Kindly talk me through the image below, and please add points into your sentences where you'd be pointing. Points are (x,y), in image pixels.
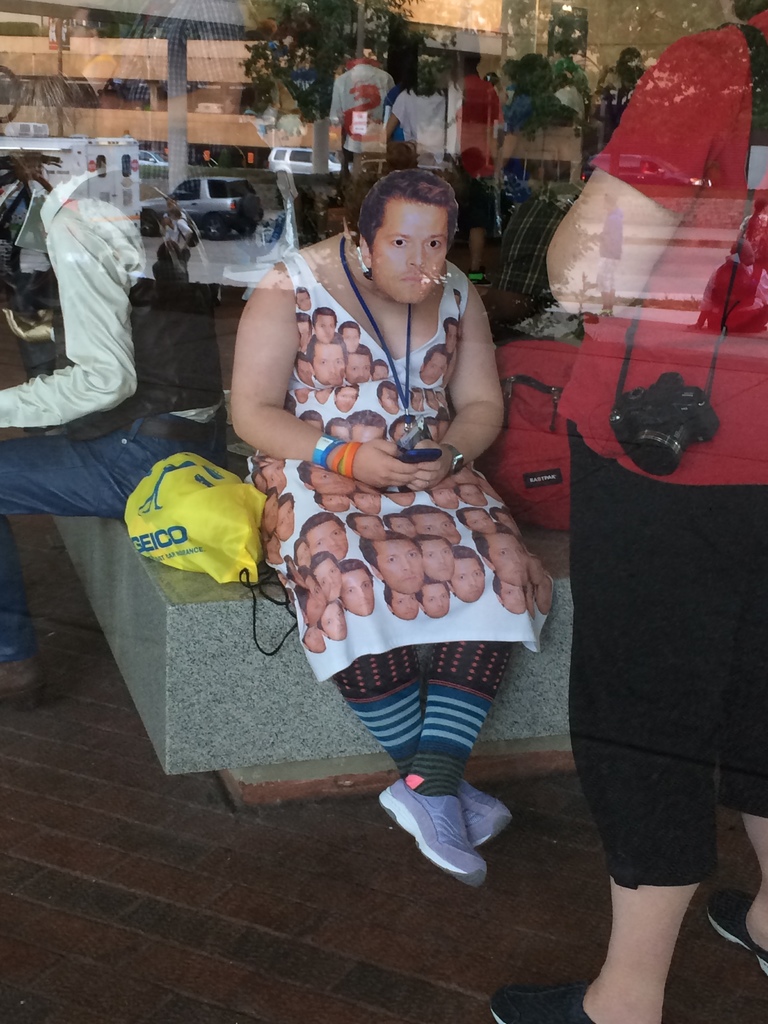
In the image we can see there are people (168,260) sitting and one is standing. They are wearing clothes (151,318) and shoes (3,691). Here we can see the bag (136,518), floor (133,848) and a camera (666,457). Here we can see glass window (559,211) and on the window (461,119) we can see the reflection (298,70) of trees (274,95), here we can see vehicles (170,195) and the building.
